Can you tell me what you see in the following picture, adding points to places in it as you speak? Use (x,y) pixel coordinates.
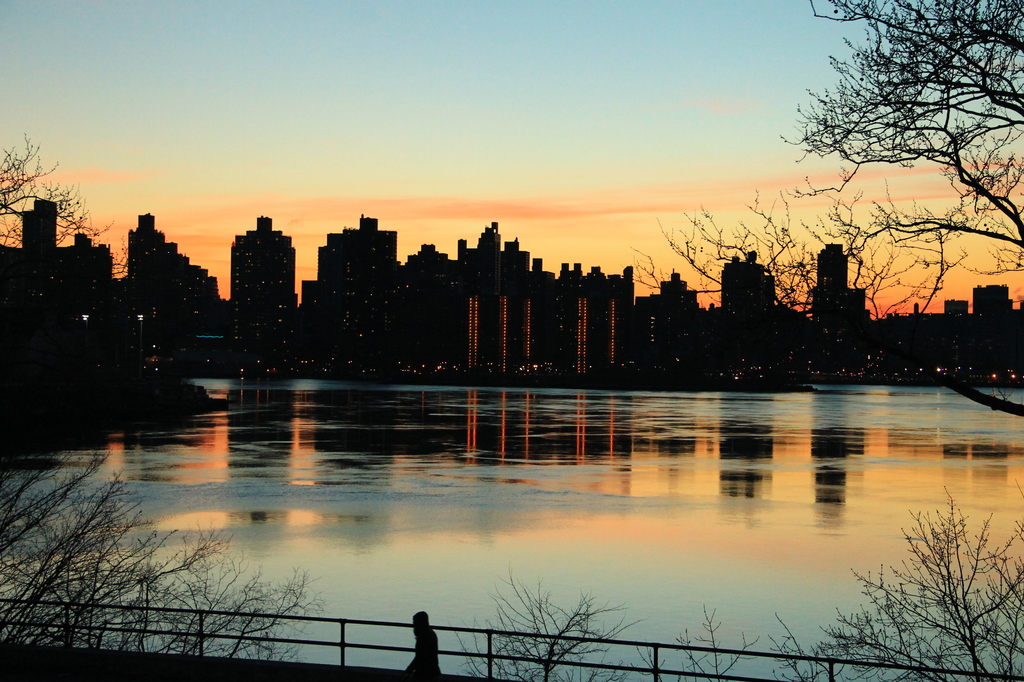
In this picture we can see some fencing (342,636) and a person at the bottom of the picture (265,646). We can see trees (518,607), water (399,455), buildings (491,335), lights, other objects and the sky (558,71).
